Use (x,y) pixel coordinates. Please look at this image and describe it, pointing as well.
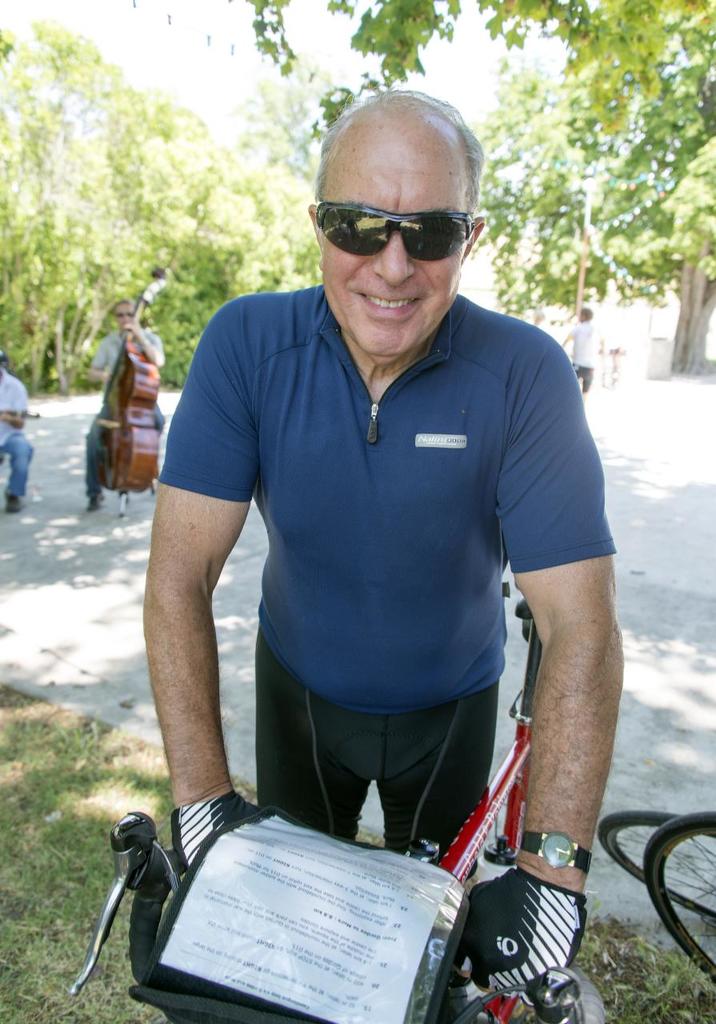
In this image we can see group of people (404,532) standing on the ground (220,697). One person (251,448) wearing goggles (376,225) and t shirt (442,639) is holding a bicycle (553,975) with his hands (465,948). In the background (112,386) we can see a person (128,329) holding a double bass (140,434) in his hand (140,331) and group of trees (122,183) and sky (222,72).
